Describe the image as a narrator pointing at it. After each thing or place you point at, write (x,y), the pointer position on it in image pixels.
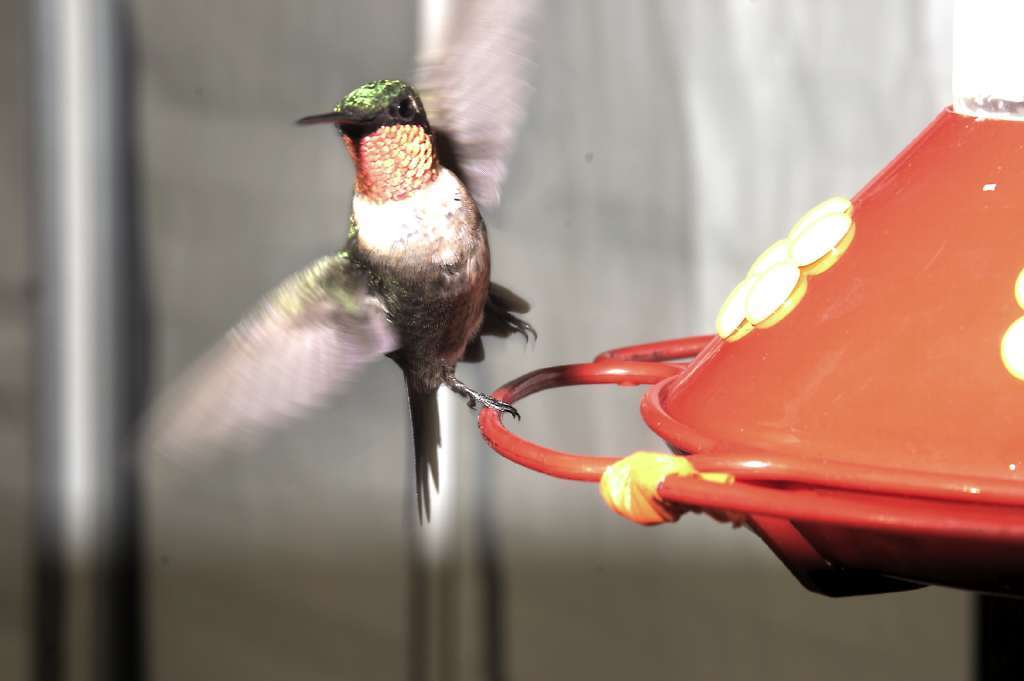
In this picture we can see an object (817,361), bird (436,366) and in the background (61,46) we can see poles (46,188) and it is blurry.
